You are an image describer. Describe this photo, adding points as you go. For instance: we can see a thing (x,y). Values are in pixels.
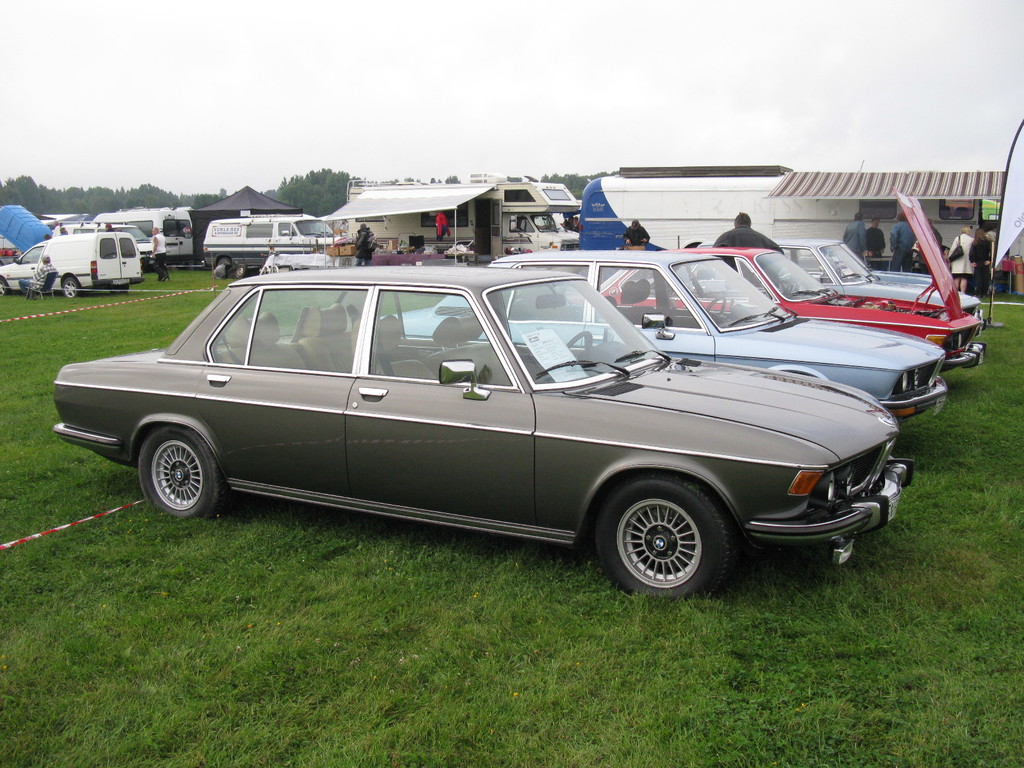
In this image I can see few vehicles (241,364), in front (510,461) the vehicle (412,433) is in gray color. Background (330,184) I can see few persons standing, trees (310,185) in green color and sky (350,112) in white color.
